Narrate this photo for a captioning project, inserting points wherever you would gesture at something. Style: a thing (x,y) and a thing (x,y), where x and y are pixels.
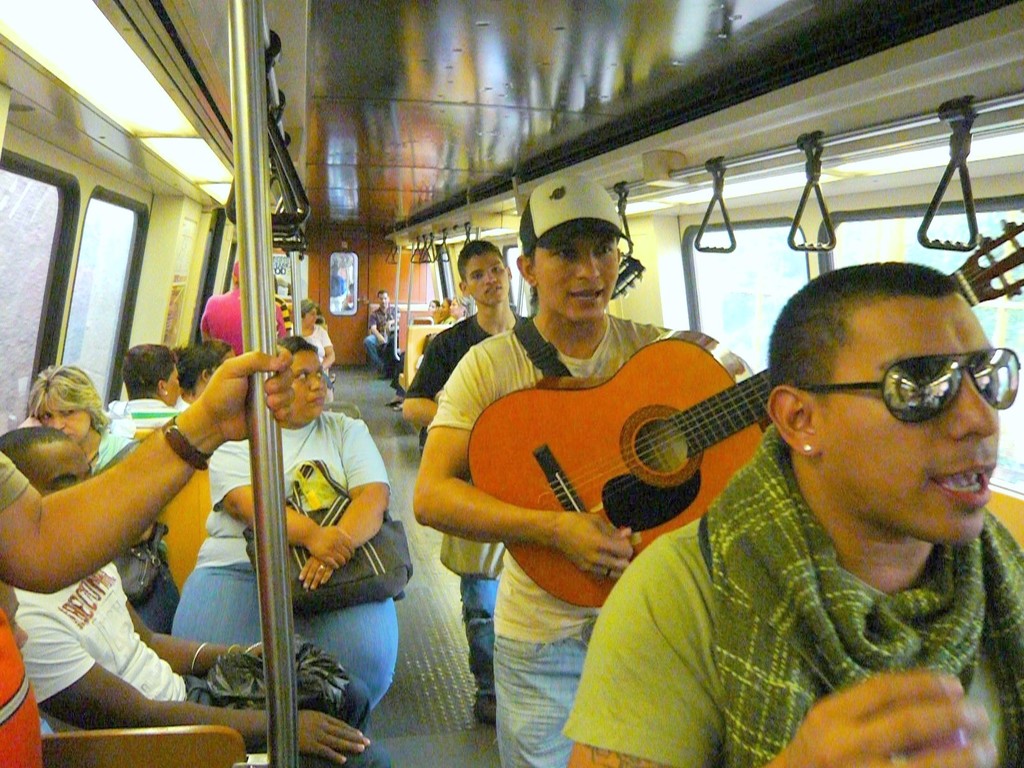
In this picture we can see some persons (496,262) where some are sitting on seats (410,356) and some are standing one is holding a guitar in his hands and this people (574,323) are inside some vehicle (475,150).
